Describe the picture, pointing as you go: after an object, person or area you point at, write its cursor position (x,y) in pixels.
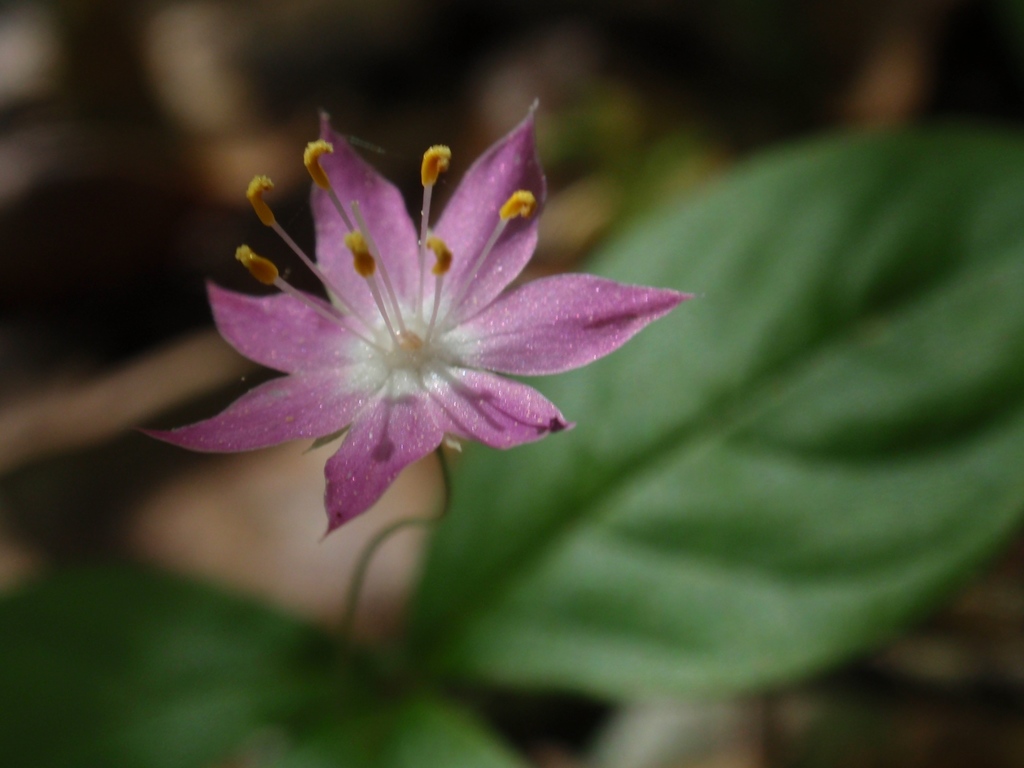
In this image there is a flower (458,217) to the stem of a plant (552,637).
